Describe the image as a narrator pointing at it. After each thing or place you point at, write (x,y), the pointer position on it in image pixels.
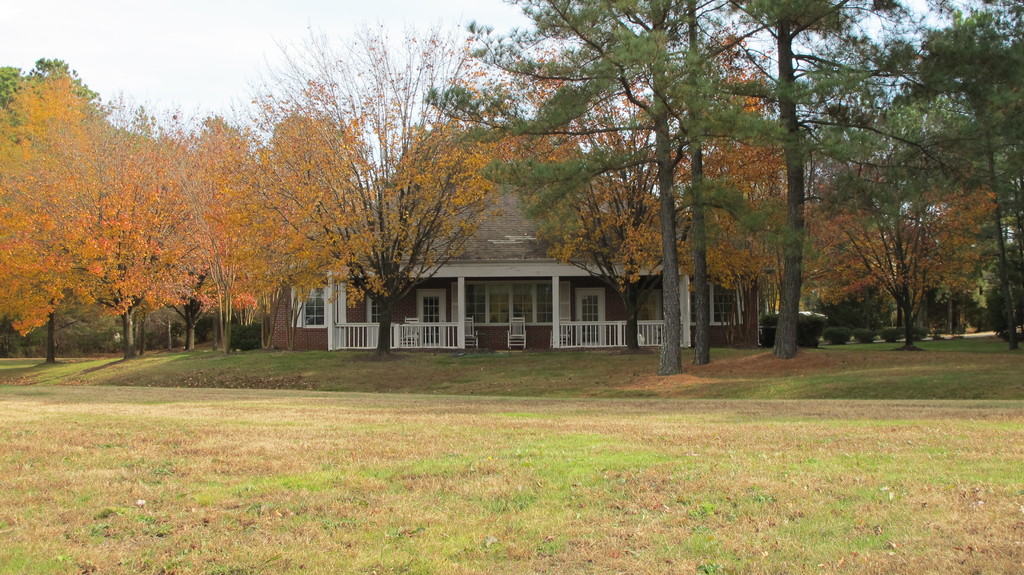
In this image we can see a house (499,312) with doors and windows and there are few chairs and we can see some trees (283,130), plants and grass (395,440) on the ground (888,483) and at the top (265,50) we can see the sky (249,43).
